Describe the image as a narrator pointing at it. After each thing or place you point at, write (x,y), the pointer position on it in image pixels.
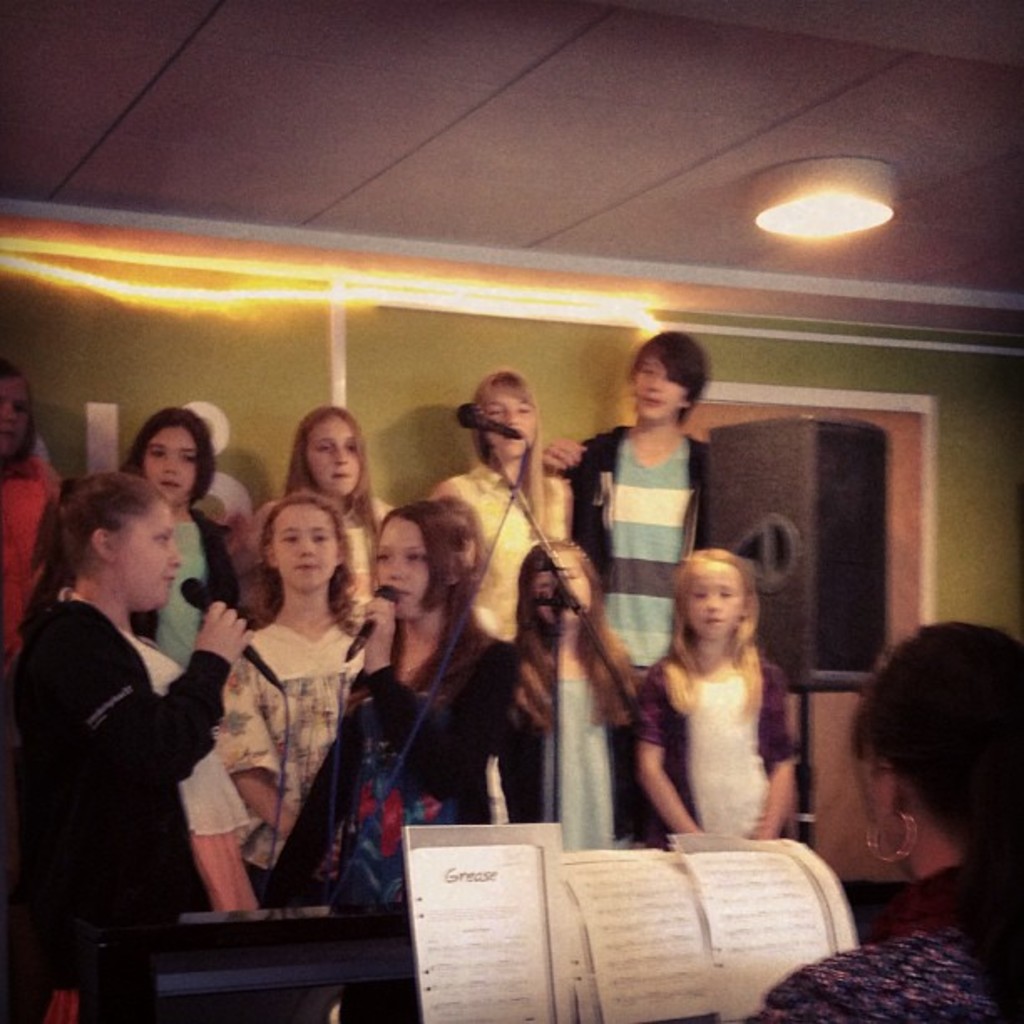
There are many people (388,552). Some are holding mics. Also there is a mic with mic stand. On the right side (938,868) there is a lady (883,943). In front of her there are papers (602,877). On the ceiling (703,229) there are lights (834,211). In the back (831,480) there is a speaker (810,583) with a stand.
